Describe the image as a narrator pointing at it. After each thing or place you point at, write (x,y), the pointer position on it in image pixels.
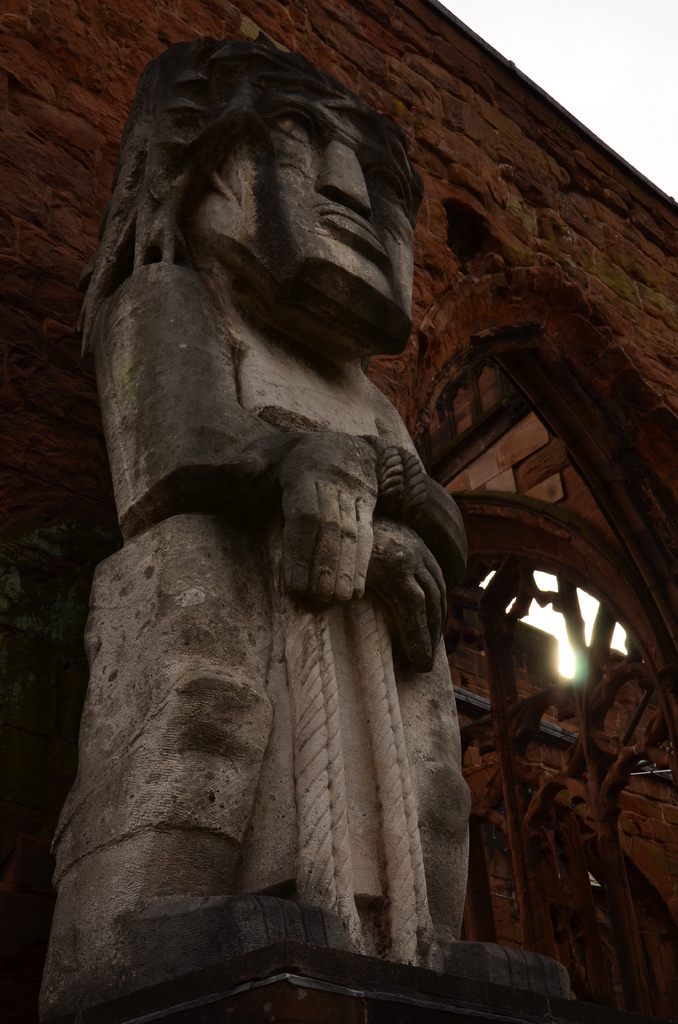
In this picture I can see there is a statue (245,594) here and there is a building (524,581) here in the backdrop (504,866) and the sky (644,71) is clear.
